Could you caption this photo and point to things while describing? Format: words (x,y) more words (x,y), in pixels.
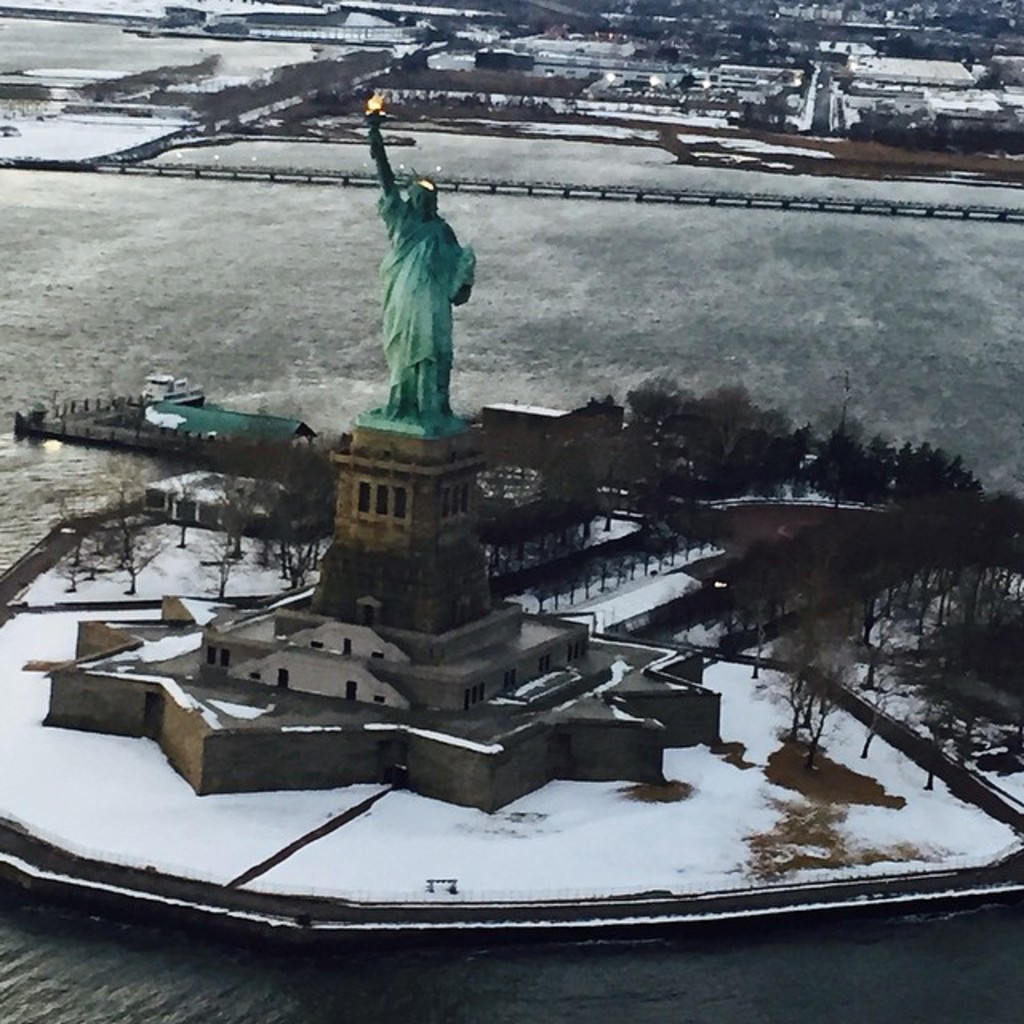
In the image there is a statue (438,296) in the middle (348,451) on a building (428,492) with trees (887,476) behind it in the middle of sea (176,294) and in the background (954,119), it seems to be trees (966,52) all over the place.
